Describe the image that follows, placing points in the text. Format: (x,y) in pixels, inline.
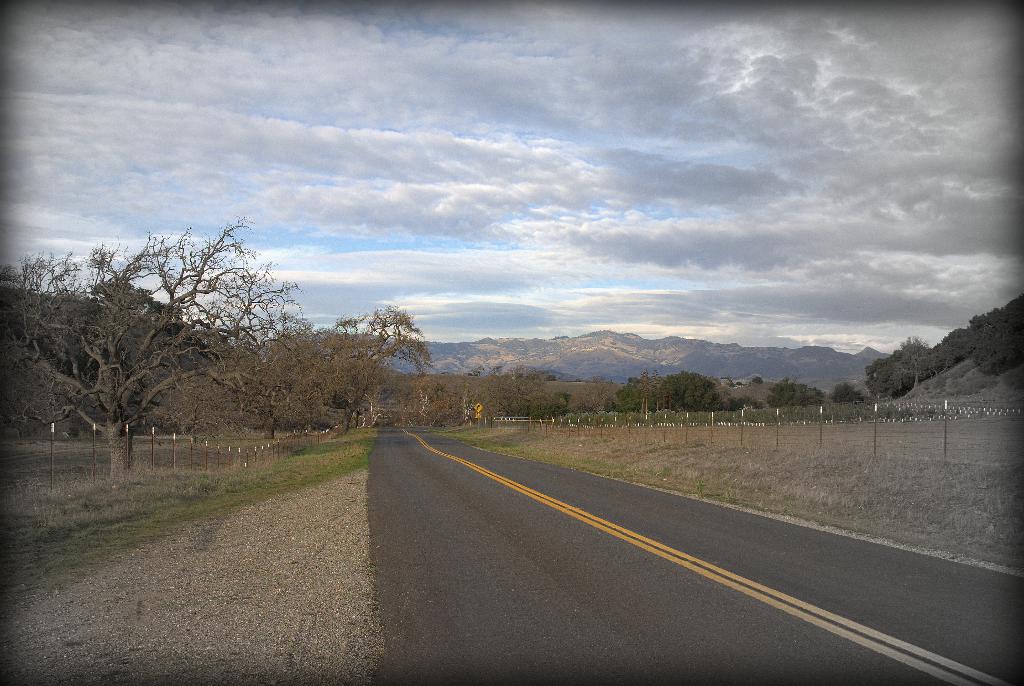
In this image I can see the road (455,529). To the side of the road (534,593) there are many trees (513,398) and the railing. In the background (797,366) I can see the mountains (659,370), clouds (542,211) and the sky (591,195).
